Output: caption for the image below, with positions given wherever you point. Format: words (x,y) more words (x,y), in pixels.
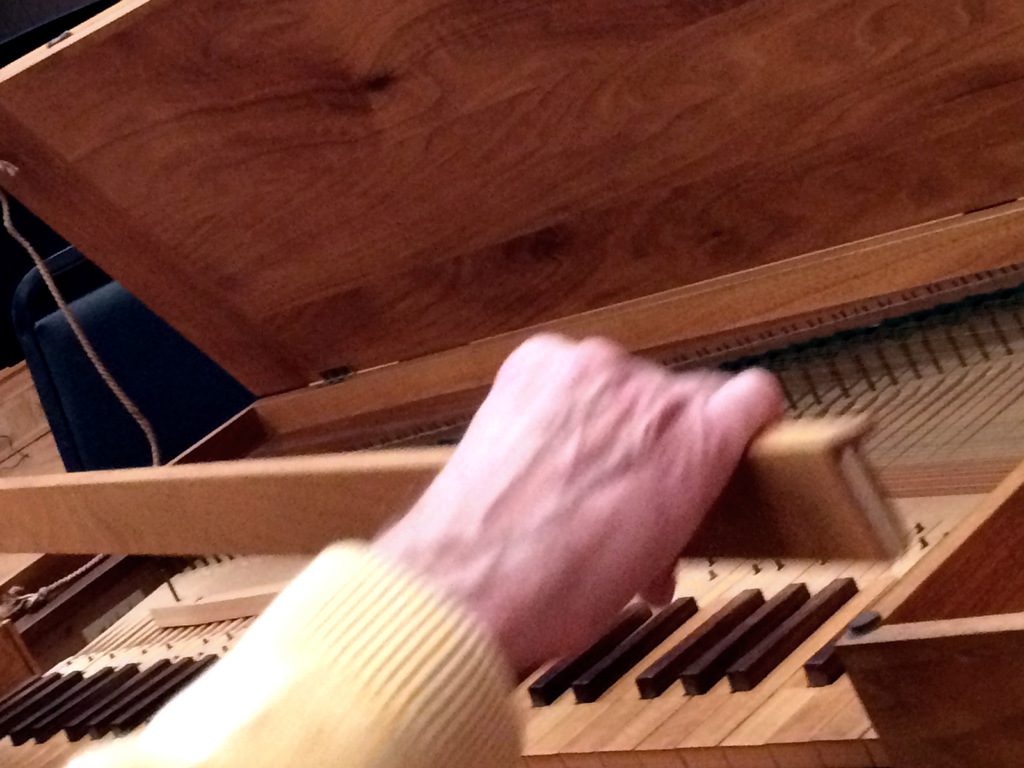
This picture shows a man (221,689) holding a stick (705,533) and we see a piano (782,610).
